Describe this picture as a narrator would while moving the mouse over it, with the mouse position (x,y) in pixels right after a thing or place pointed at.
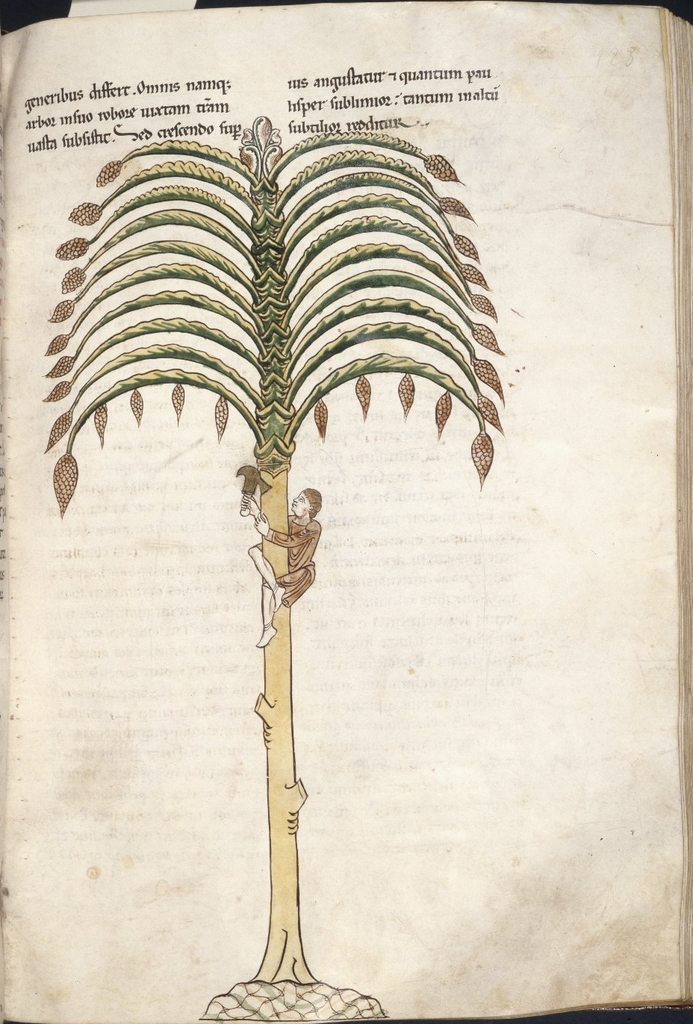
In this picture we can see a book (692,934). In the page (531,173) we can see a man (313,569) who is sitting on the tree (278,437) and he is holding some objects (255,476). On the top (484,93) we can see something is written.
